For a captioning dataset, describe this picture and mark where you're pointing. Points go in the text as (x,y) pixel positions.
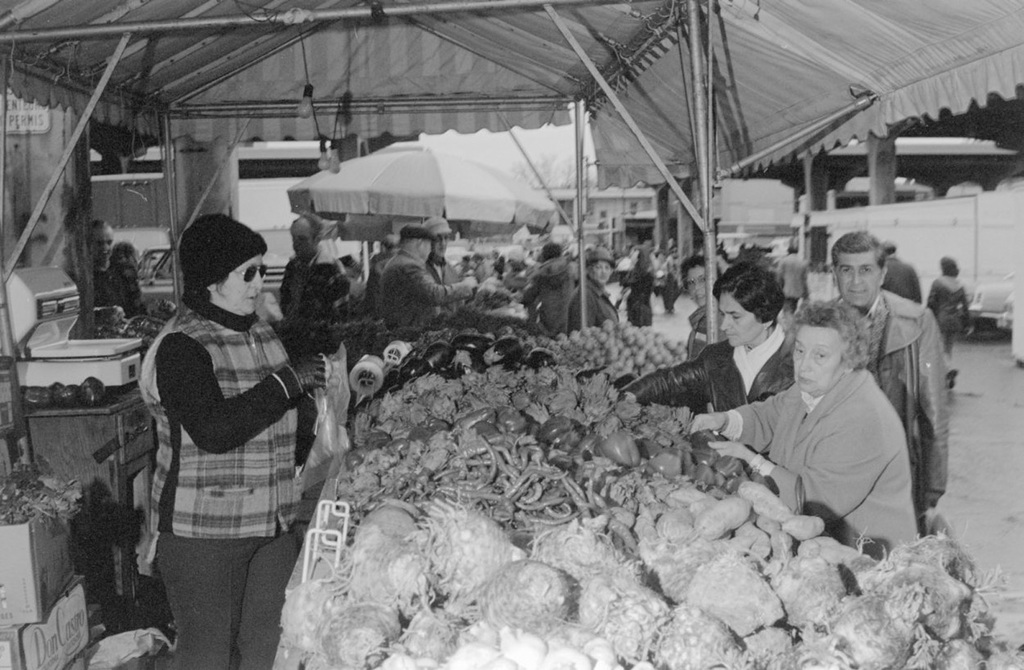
In this image I can see a crowd (198,276) and different varieties of vegetables (541,457) in the market (112,418). In the background (372,191) I can see umbrella huts (396,181), shed (552,74), trees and the sky (538,134). This image is taken during a day near the market (351,483).
